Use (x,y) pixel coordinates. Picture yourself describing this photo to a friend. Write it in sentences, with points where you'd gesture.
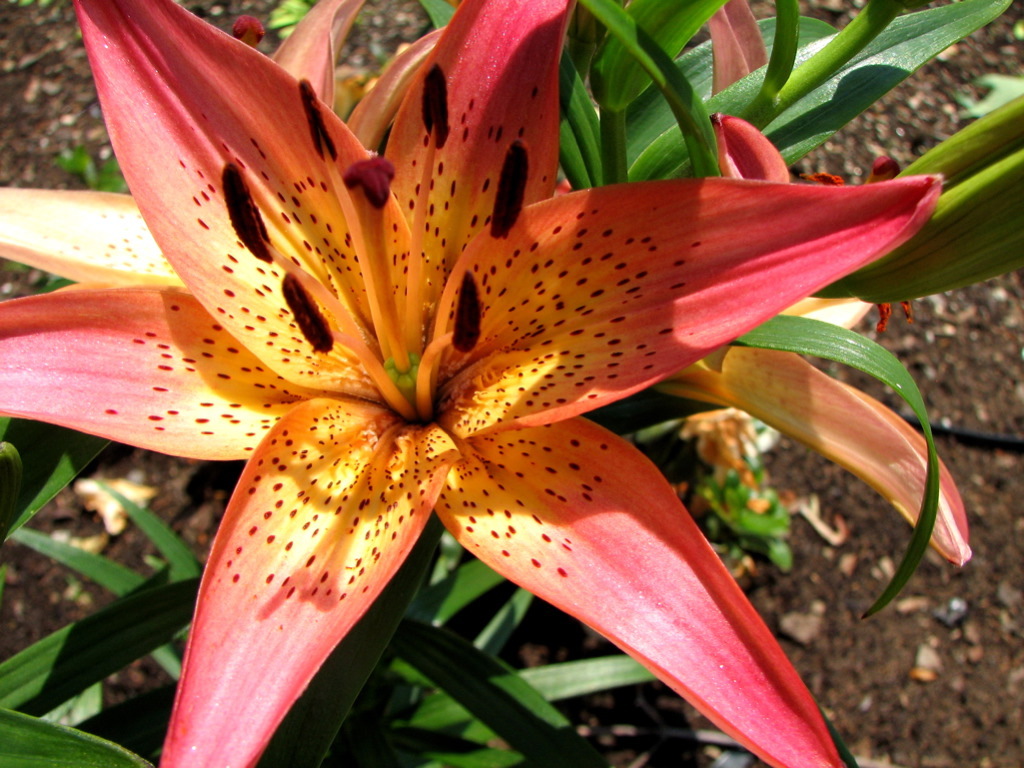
In this picture, we see plants (328,629) which have flowers (533,287) and these flowers (562,409) are in red and yellow color. At the bottom of the picture (812,647), we see soil (894,635).
